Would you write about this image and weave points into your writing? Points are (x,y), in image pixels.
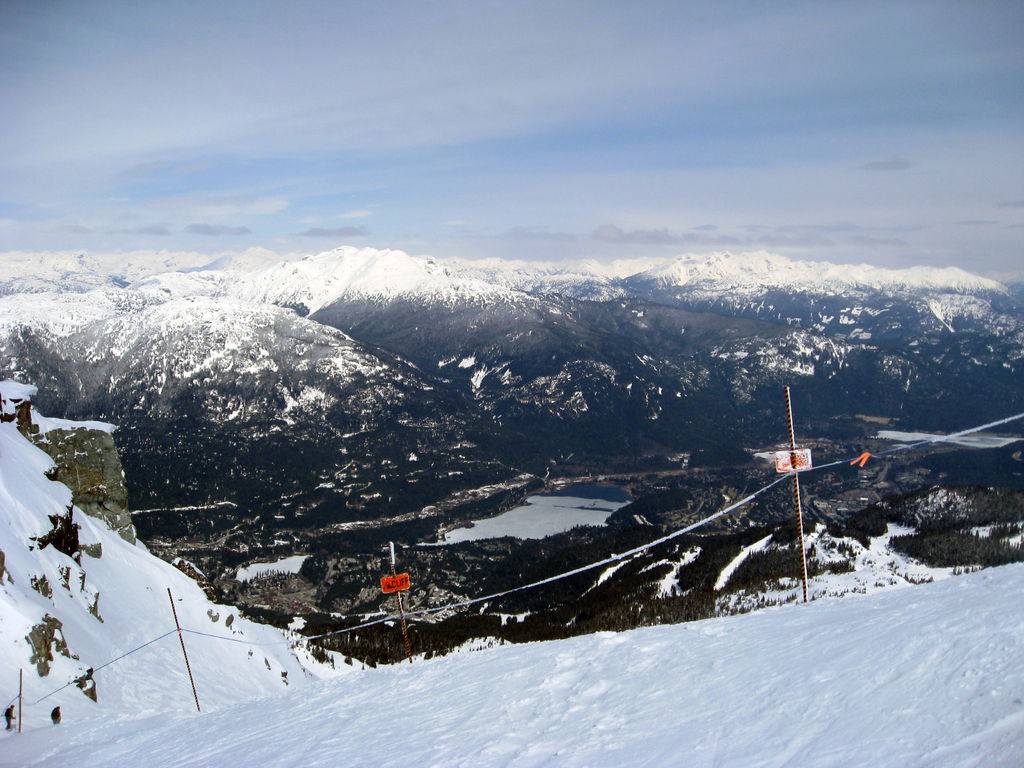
This image is taken outdoors. At the top of the image (234,105) there is the sky (732,131) with clouds (78,133). At the bottom of the image (324,723) there is snow (251,711) on the ground (395,675). There is a fence (174,610) with ropes (354,626) and sticks (399,598). In the middle of the image (420,334) there are a few hills (219,291) covered with snow (809,265). There is a pond (477,524) with water (587,491). There are many trees (413,587) and plants (769,576) covered with snow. There are a few rocks (0,557).
